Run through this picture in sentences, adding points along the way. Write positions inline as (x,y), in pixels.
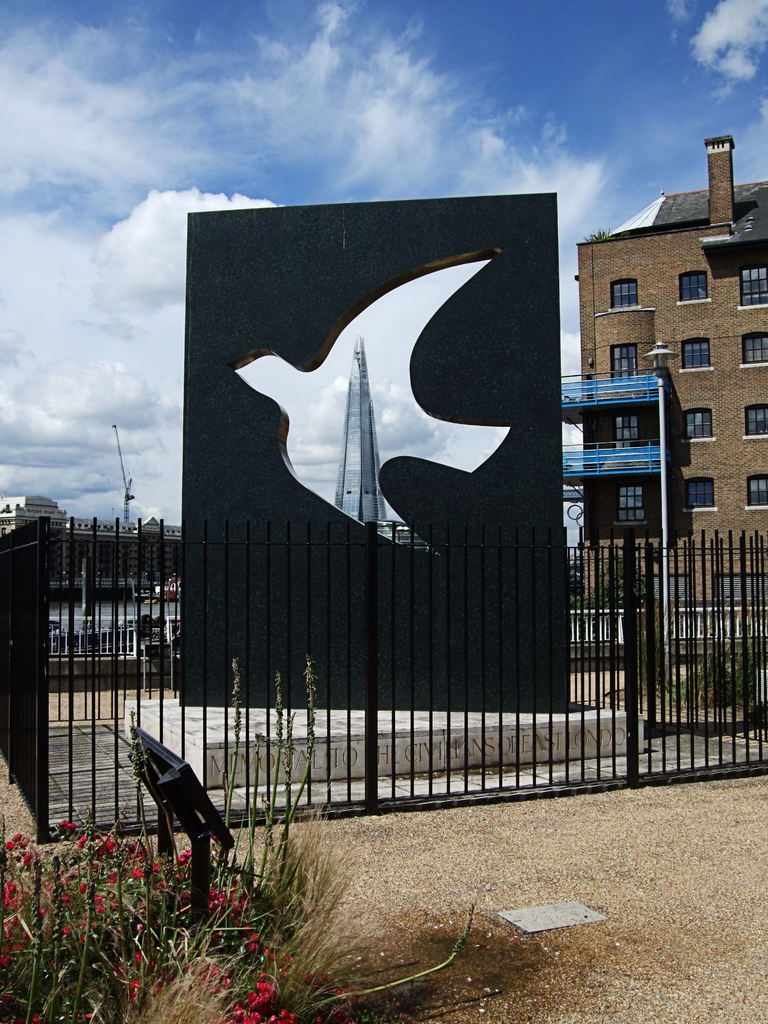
In this image we can see a black color fencing (310,652). There is a black color board (309,518). At the bottom of the image (184,906) there are plants (184,906). In the background of the image (591,479) there are buildings (608,420), sky (547,186) and clouds (71,406).
